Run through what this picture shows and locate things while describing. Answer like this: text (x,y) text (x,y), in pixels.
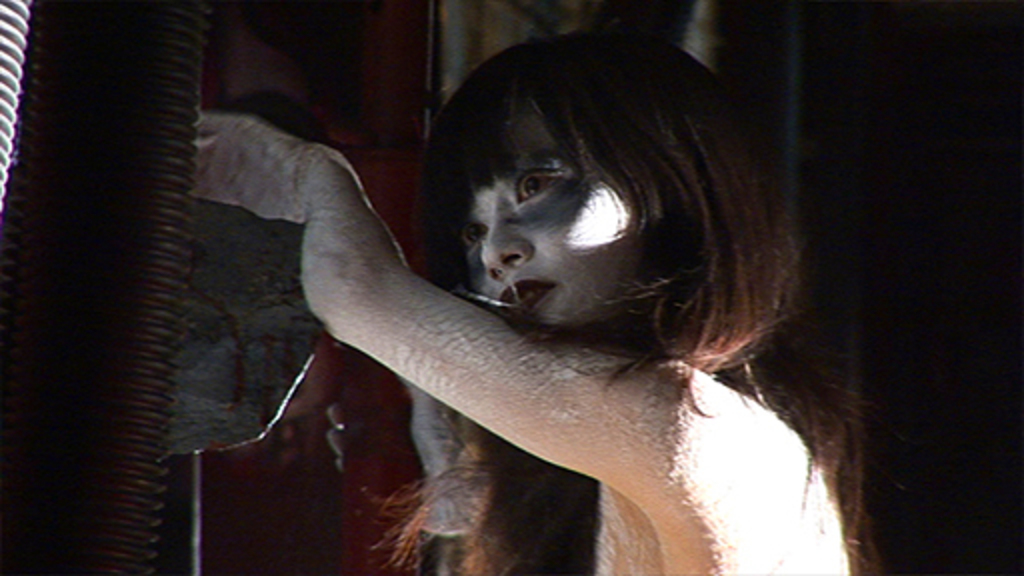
In this picture, we see a girl (384,253) and she is putting her hand (205,131) on something. In the background (809,276), it is black in color.
